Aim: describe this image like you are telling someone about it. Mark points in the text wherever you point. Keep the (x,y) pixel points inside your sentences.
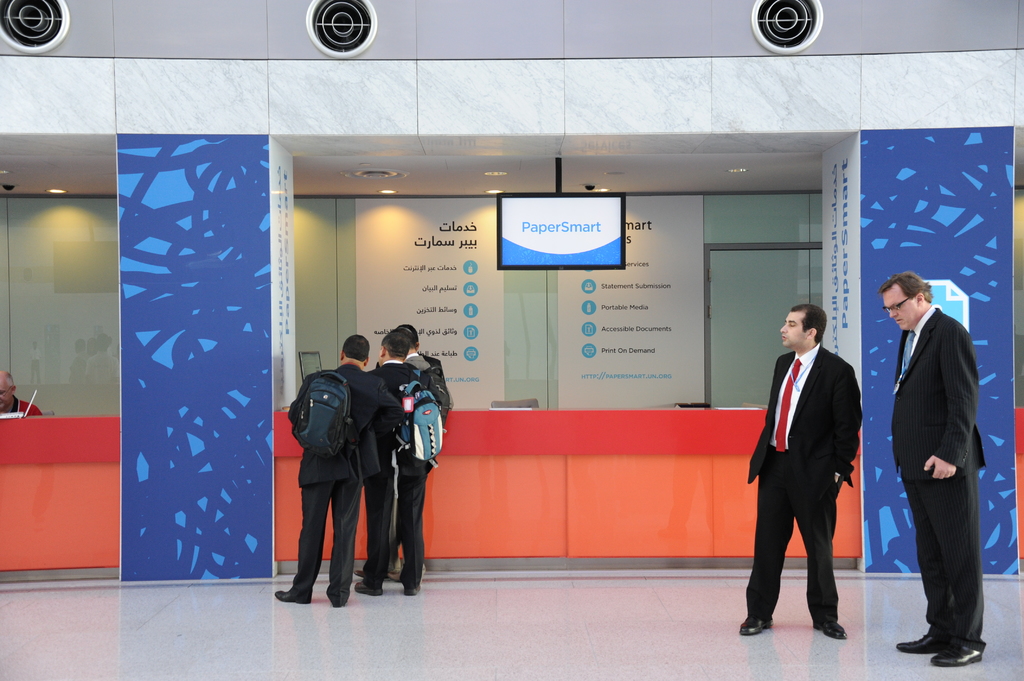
In this image we can see the interior (402,174) of the building (563,671). There are few people (381,474) in the image. There are two laptops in the image. There are few advertising boards (560,345) in the image. There is a reflection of advertising boards (629,336) on the floor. A person (28,402) is sitting near the desk (71,422) at the left side of the image (8,396). There are few lights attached to the roof (82,178).
